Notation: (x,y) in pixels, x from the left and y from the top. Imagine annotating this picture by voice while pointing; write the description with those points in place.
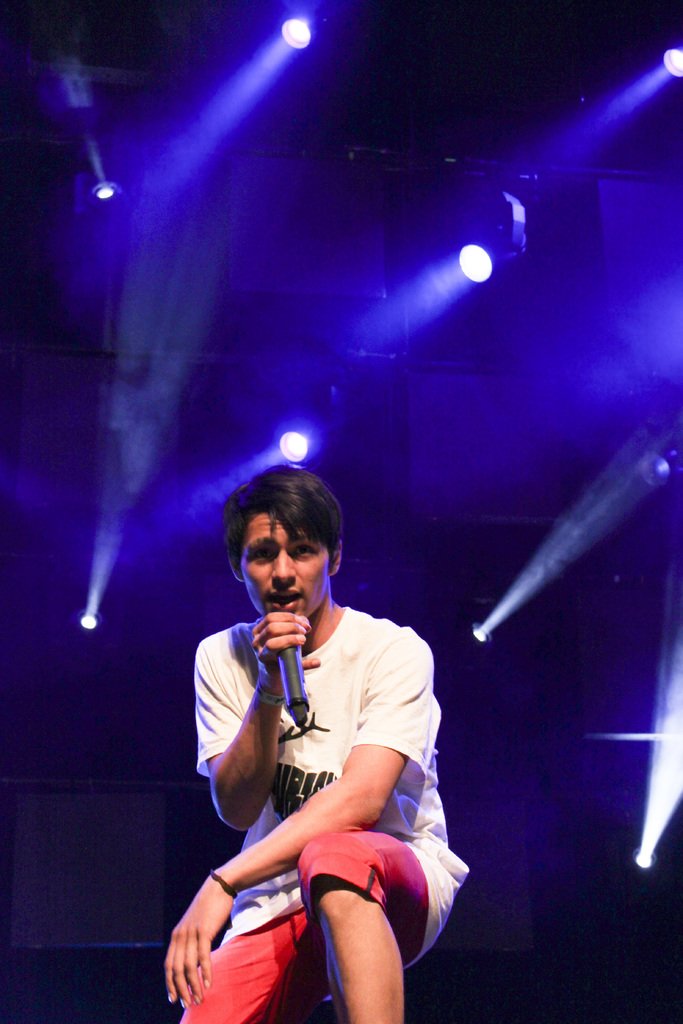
In this picture we can see a person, he is holding a mic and in the background (486,618) we can see lights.
